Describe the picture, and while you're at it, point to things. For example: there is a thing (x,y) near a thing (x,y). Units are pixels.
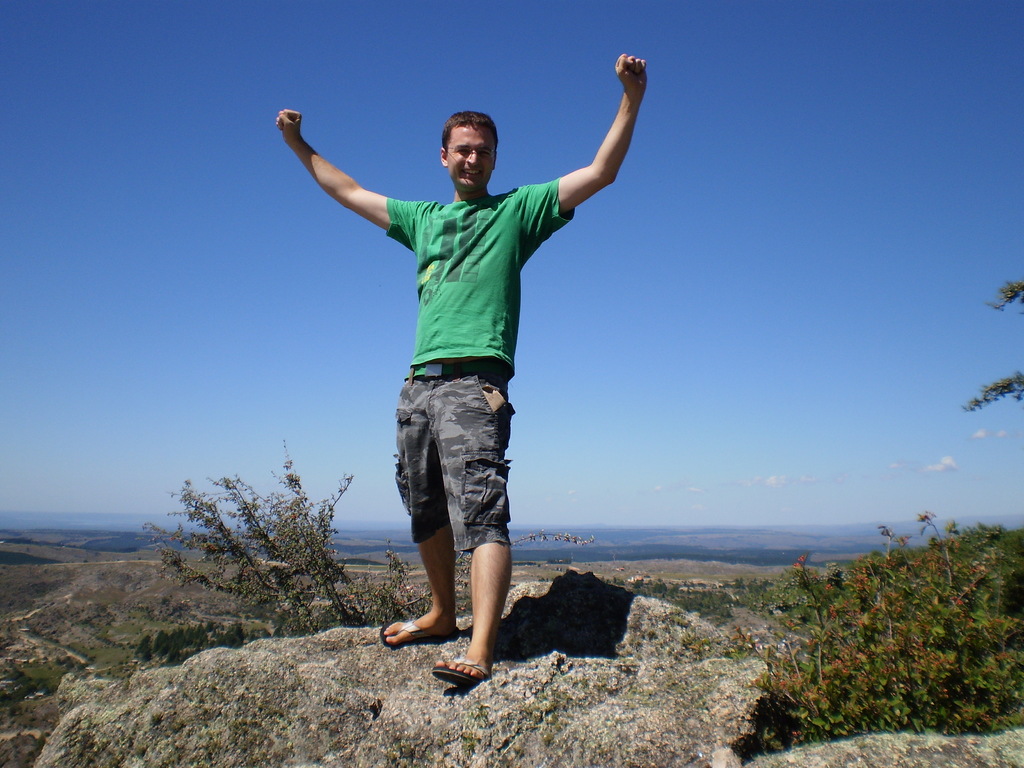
In this picture we can see a man (472,416) standing and smiling, at the bottom (410,712) there is a rock (277,712), we can see some plants (947,639) here, there is the sky (742,311) at the top of the picture (730,235).
